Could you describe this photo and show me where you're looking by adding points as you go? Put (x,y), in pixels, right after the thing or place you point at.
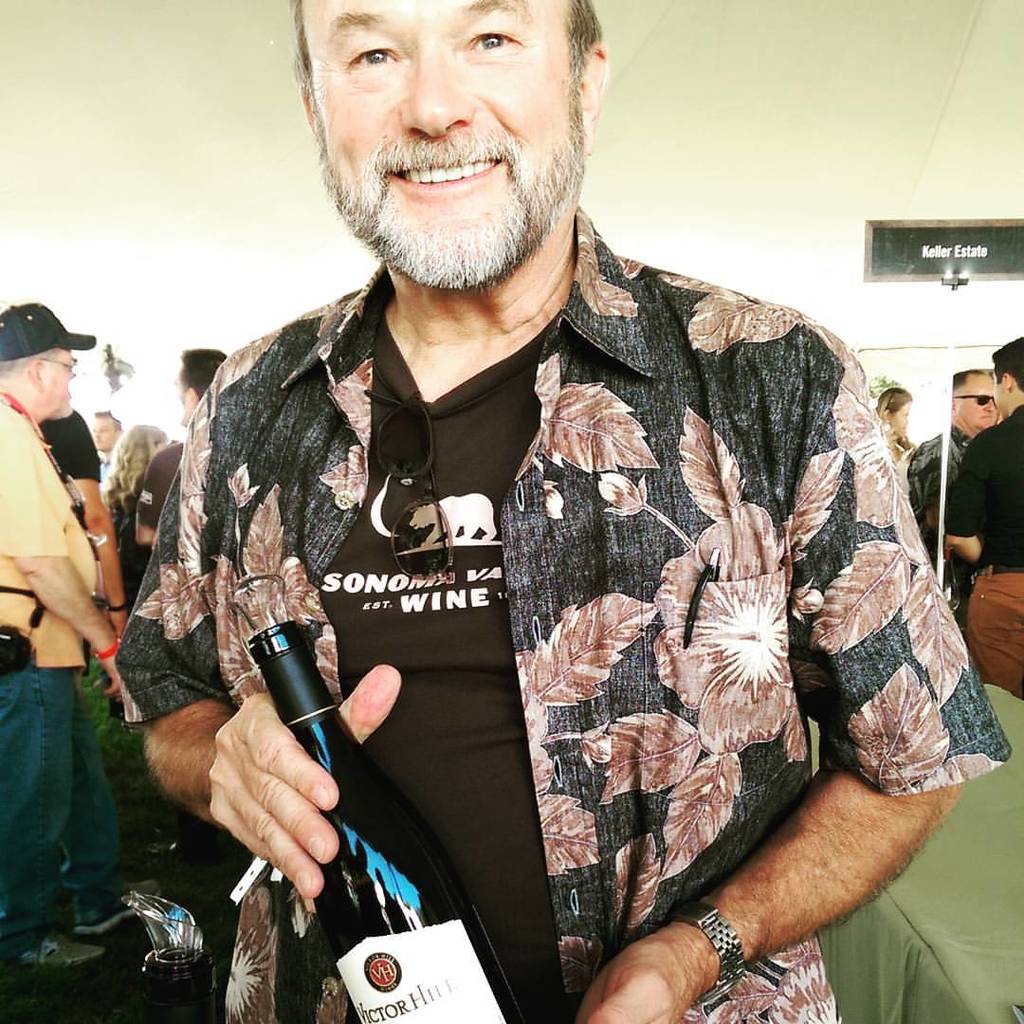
The person (571,735) is holding a wine bottle (397,806) in his hands (314,791) and there are group of people (6,410) standing behind him.
